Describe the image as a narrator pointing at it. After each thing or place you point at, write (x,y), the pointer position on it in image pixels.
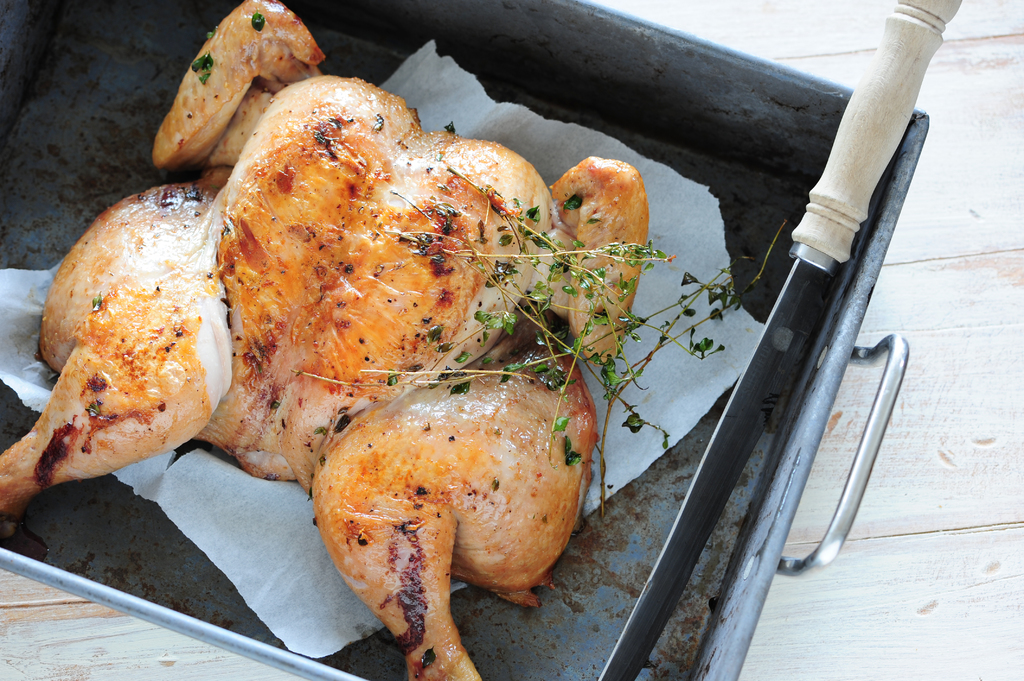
In this picture there is a roasted chicken (422,419) in the center of the image (373,395), it seems to be a knife (905,58) on the right side of the image (791,301).
